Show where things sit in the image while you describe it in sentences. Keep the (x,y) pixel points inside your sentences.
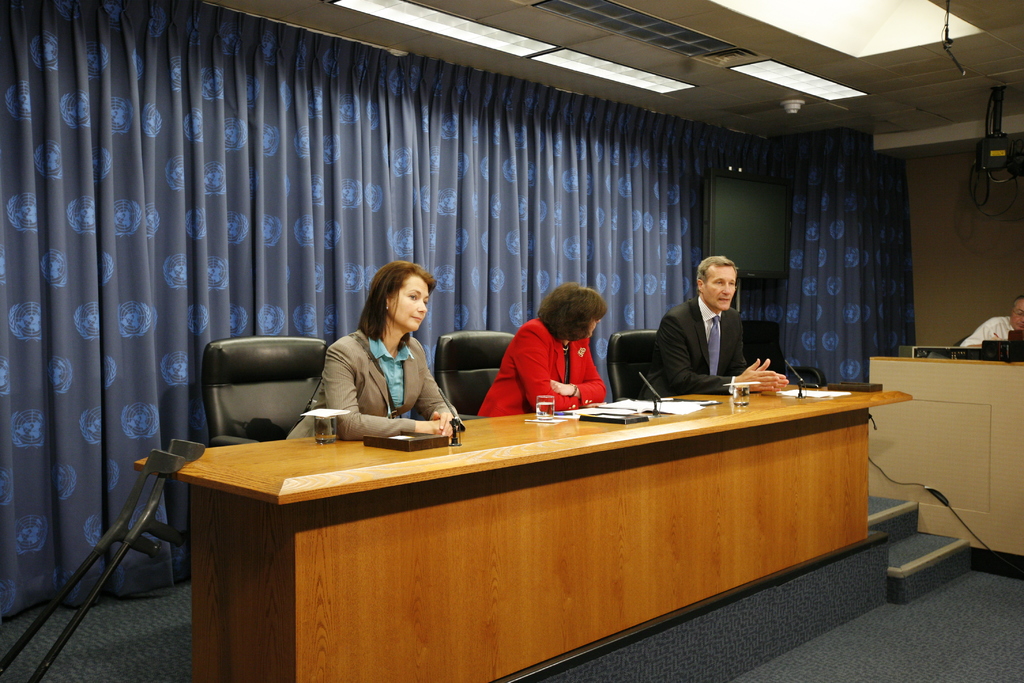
In this image we have 2 woman (571,394) sitting in the chair (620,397), a man (694,359) sitting in the chair (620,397) and in the table (298,462) we have a glass (332,434), mike (449,425), paper (672,402), file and in the background (474,156) we have a curtain (520,187), a television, light (872,15) fixed to the ceiling (970,107) and another person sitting in the chair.
